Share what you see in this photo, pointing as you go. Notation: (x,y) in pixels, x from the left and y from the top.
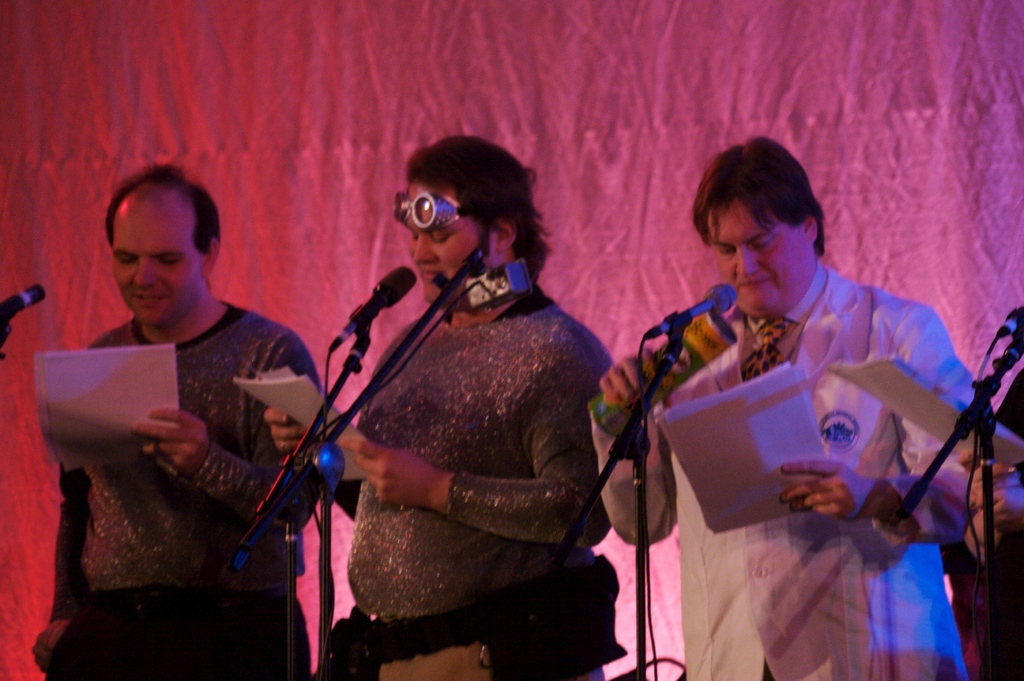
In this image we can see three persons (508,473). They are holding papers (803,450). In front of them there are mics (8,314) with stands (987,575). In the back (681,71) there is a curtain (331,125). One person (635,398) is holding some other object (716,342) in the hand (631,385). And another person (404,373) is having goggles (420,217) on the forehead (446,196).
